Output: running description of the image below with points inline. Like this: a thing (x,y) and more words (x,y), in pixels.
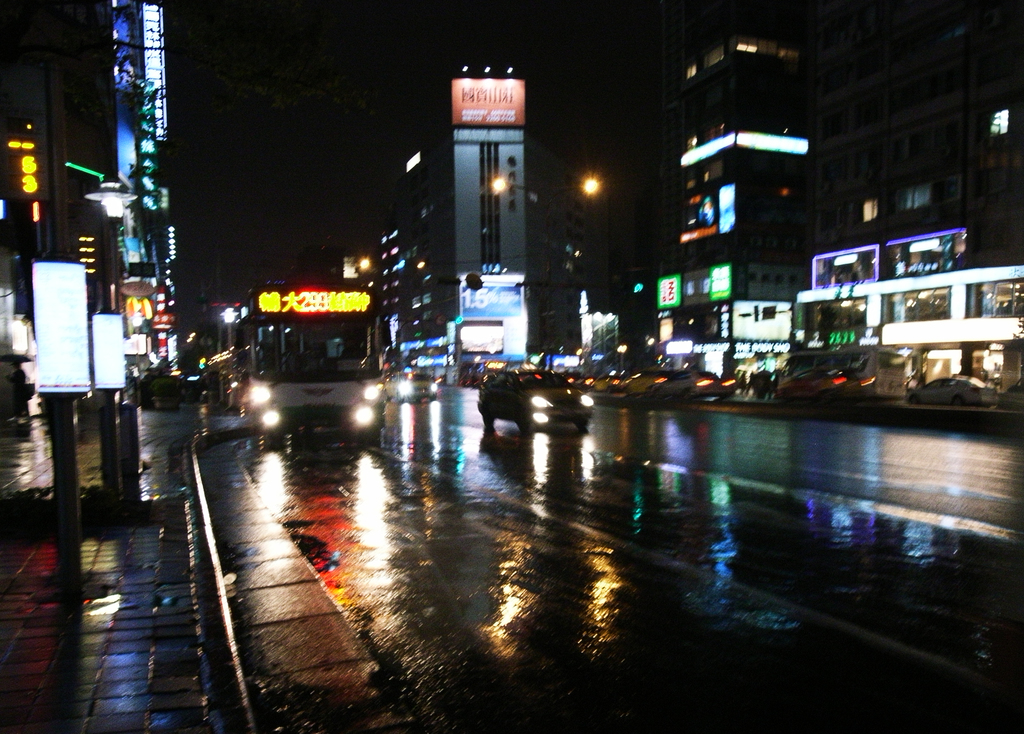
This picture is taken in the dark where we can see vehicles (257,373) are moving on the road (613,722), we can see boards (940,335), poles (69,513), buildings (895,215), light poles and sky (409,36) in the background (587,214).
